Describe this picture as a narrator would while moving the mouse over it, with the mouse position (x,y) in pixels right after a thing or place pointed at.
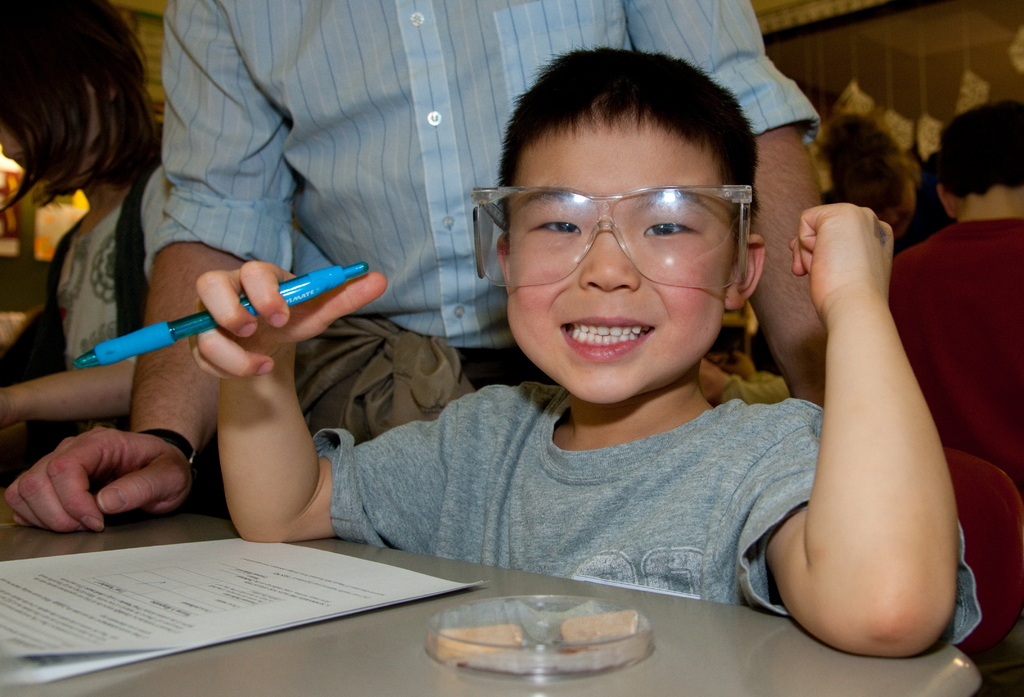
In this image in the foreground (201,321) there is one boy (439,433) who is holding a pen (197,330), in front of the boy (806,624) there is one table (460,601). On the table (362,557) there are some papers (362,601) and some object (520,603), in the background (259,234) there are a group of people (787,210), wall (931,57), and some other objects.
